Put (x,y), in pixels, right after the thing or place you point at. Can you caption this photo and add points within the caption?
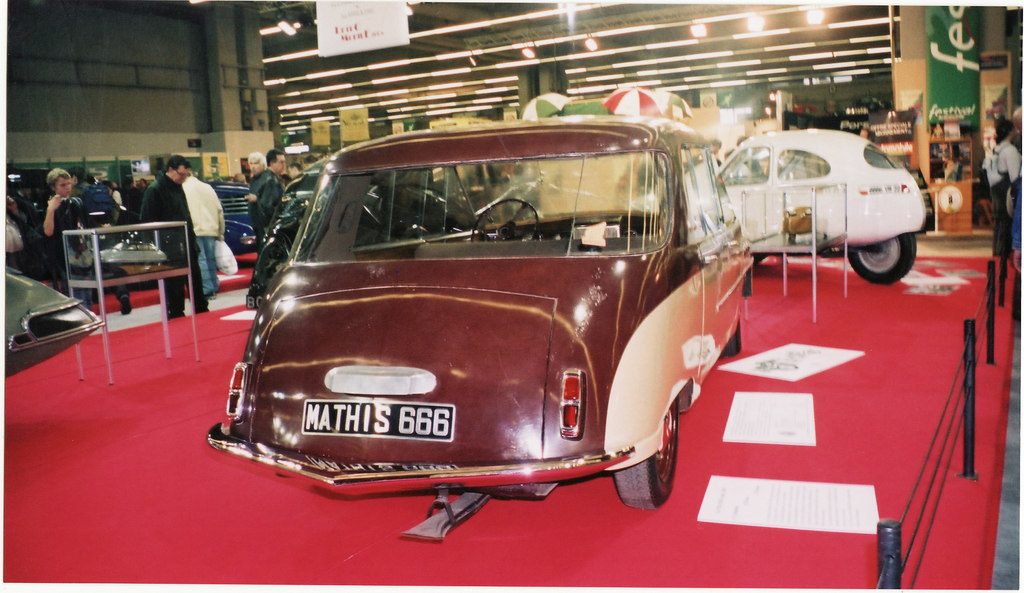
There are cars (653,219) on the red carpet (682,486). On the carpet (735,462) some papers (731,486) are there. On the right side (937,479) there is railing (939,424) with poles (963,396). On the left side (160,189) some people (168,211) are standing. In the background (632,87) there are umbrellas (615,104), banners (951,79), lights (588,89) and is looking blurred in the background (936,93).
